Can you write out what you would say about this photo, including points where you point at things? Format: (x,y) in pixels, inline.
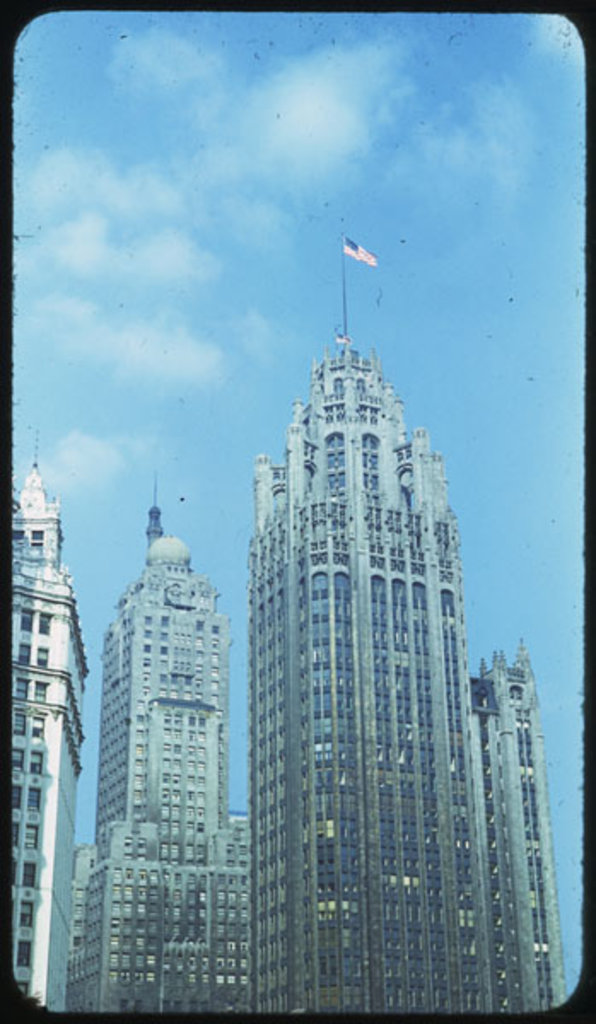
In this image we can see few skyscrapers (301,725). There is a blue and a slightly cloudy sky (250,192) in the image. There is a USA flag (359,249) on the skyscraper (353,372).
